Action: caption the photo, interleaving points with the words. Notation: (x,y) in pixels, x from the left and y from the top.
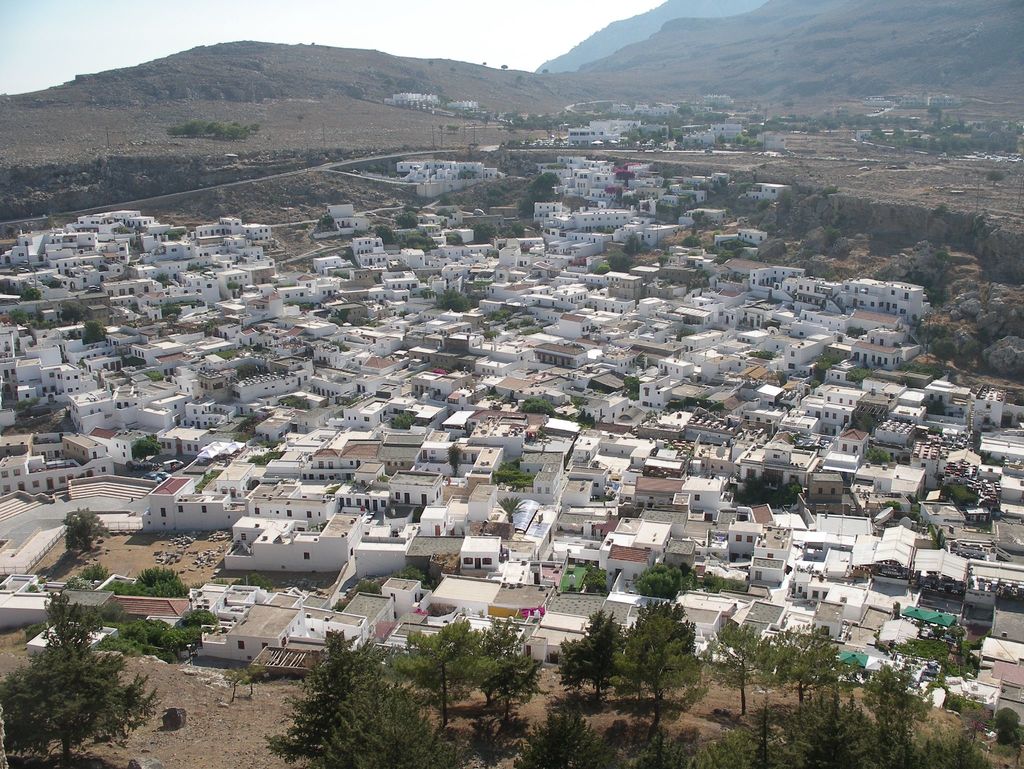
This is an aerial view of a city (109,614). There are trees (56,714), buildings (116,441) and mountains (614,59) at the back (729,66).
